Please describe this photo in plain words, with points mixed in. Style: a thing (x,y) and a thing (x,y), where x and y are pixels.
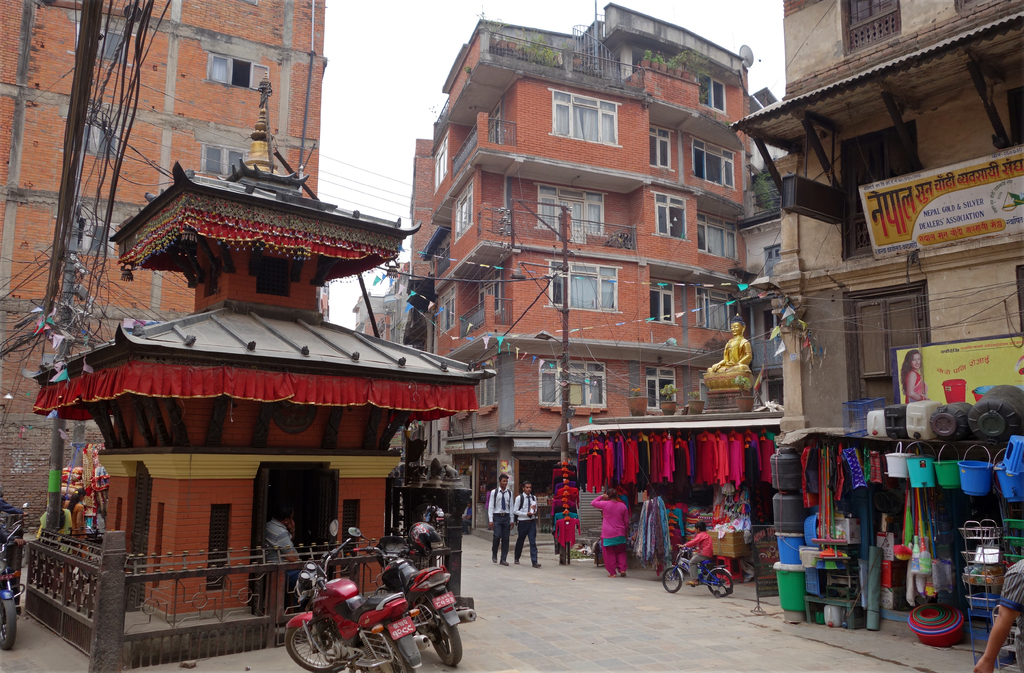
In the foreground (469,603) I can see fence (261,621), vehicles (293,638) on the road (536,632), shops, group of people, temple (357,495), buildings (620,416), windows (703,379), light poles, wires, boards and statues (728,370). In the background (674,100) I can see houseplants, balconies (667,114) and the sky (375,96). This image is taken may be during a day.
